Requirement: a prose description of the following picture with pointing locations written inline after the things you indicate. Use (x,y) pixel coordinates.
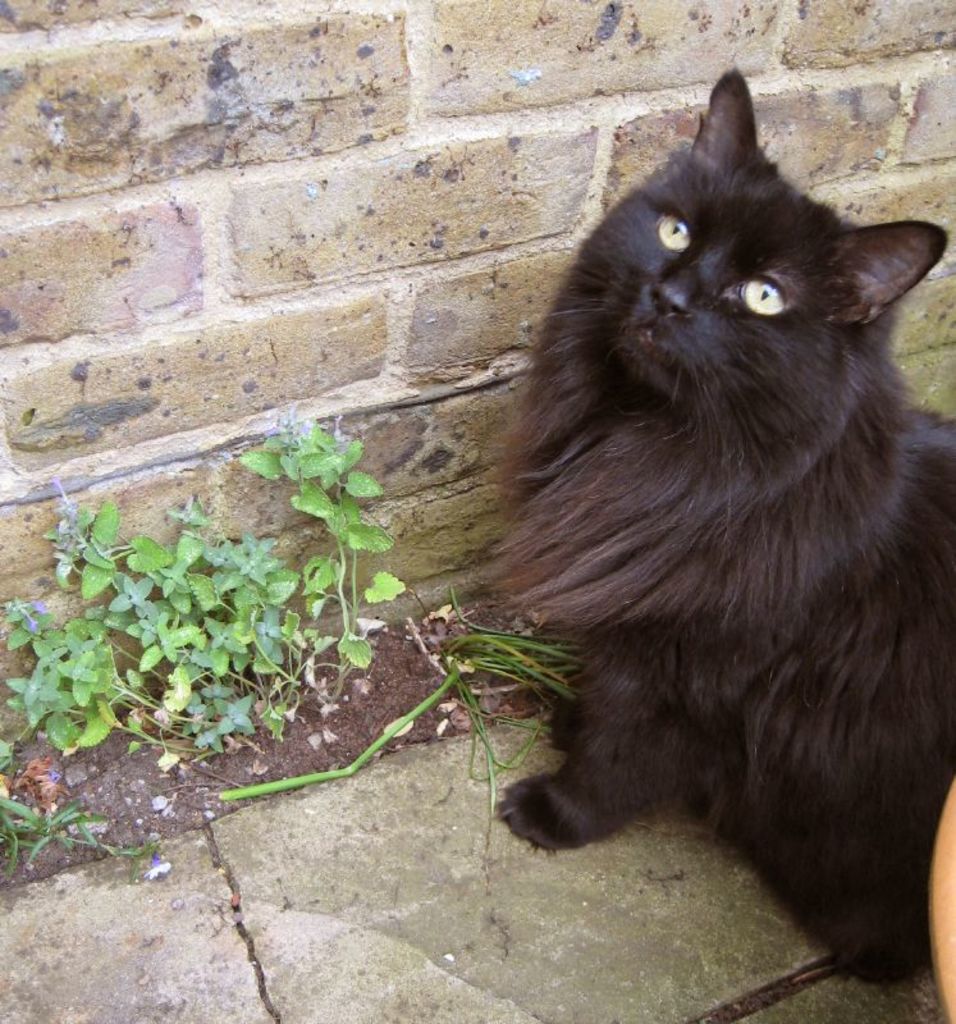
In the image there is a black cat (632,634) and beside the black cat (552,590) there are small plants (194,537) and behind the plants (231,607) there is a wall (206,211).
